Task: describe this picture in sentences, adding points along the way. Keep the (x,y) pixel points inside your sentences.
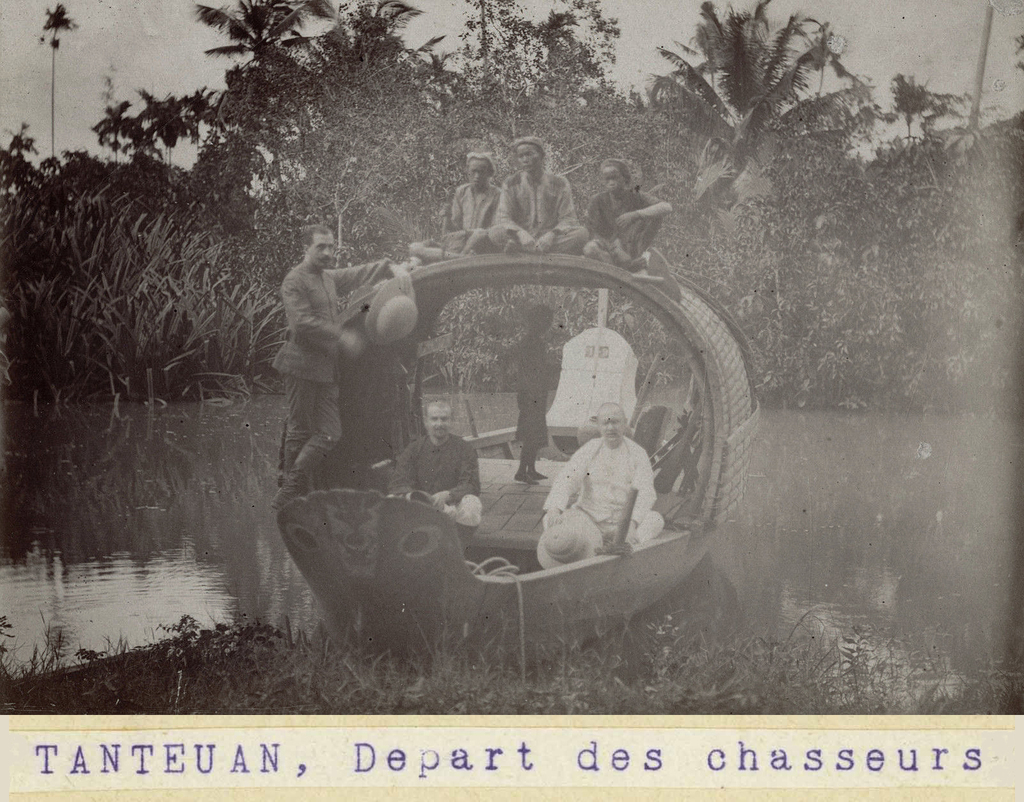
This is a black and white image. In this image we can see a boat (504,523) on the water (86,491). There are many people (316,346) on the boat (502,595). There is a rope (520,591) and one person (327,320) is holding a cap (383,308). On the ground (281,627) there is grass (724,661). In the background (676,165) there are trees (260,142) and sky (907,23). At the bottom (396,758) something is written.
